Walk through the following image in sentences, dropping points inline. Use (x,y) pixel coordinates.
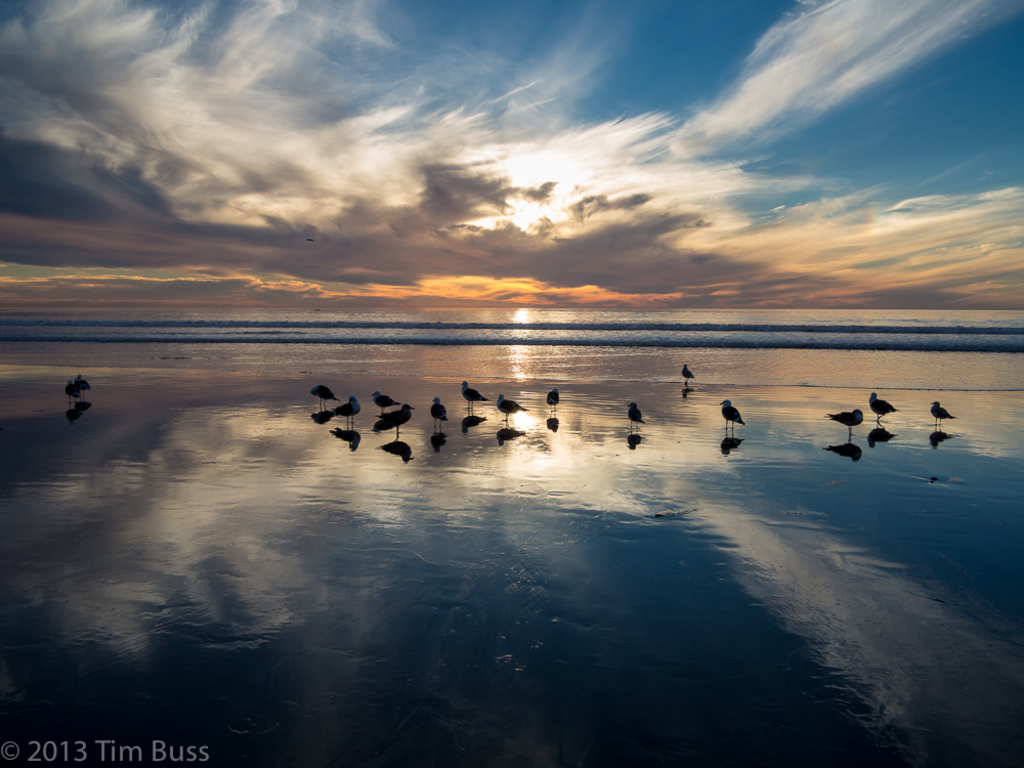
In the middle (406,486) I can see flocks of birds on the beach (534,520), text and water (498,339). In the background (203,264) I can see the sky (365,101). This image is taken may be on the sandy beach (838,473).
